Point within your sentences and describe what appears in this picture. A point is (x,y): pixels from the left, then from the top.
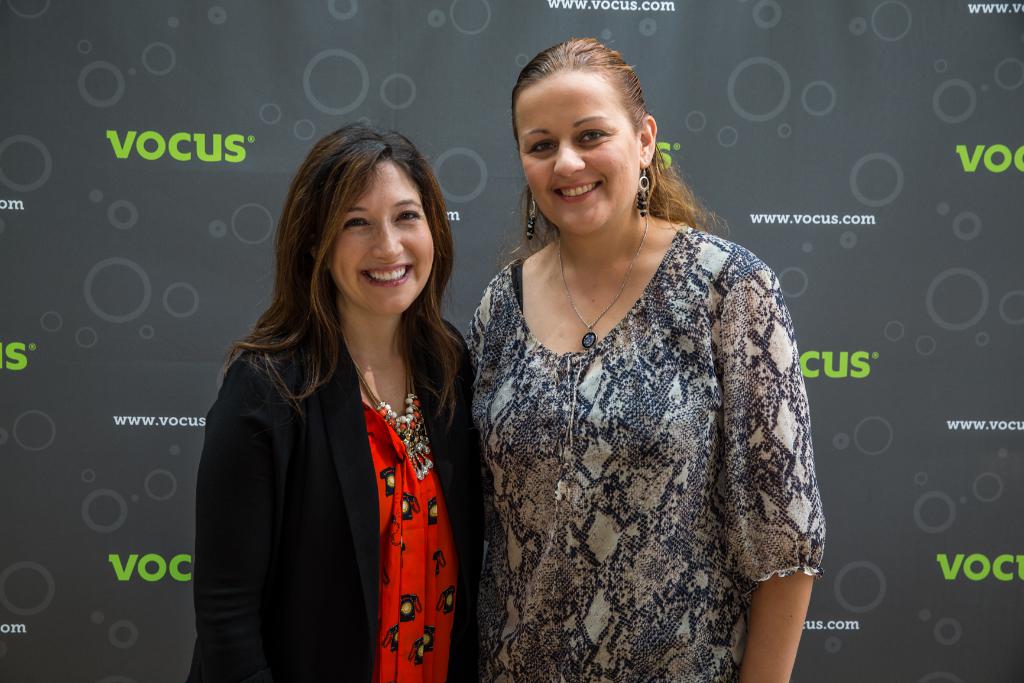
In this image there are two persons (719,255) standing and smiling, and in the background (5,42) there is a board (930,146).
